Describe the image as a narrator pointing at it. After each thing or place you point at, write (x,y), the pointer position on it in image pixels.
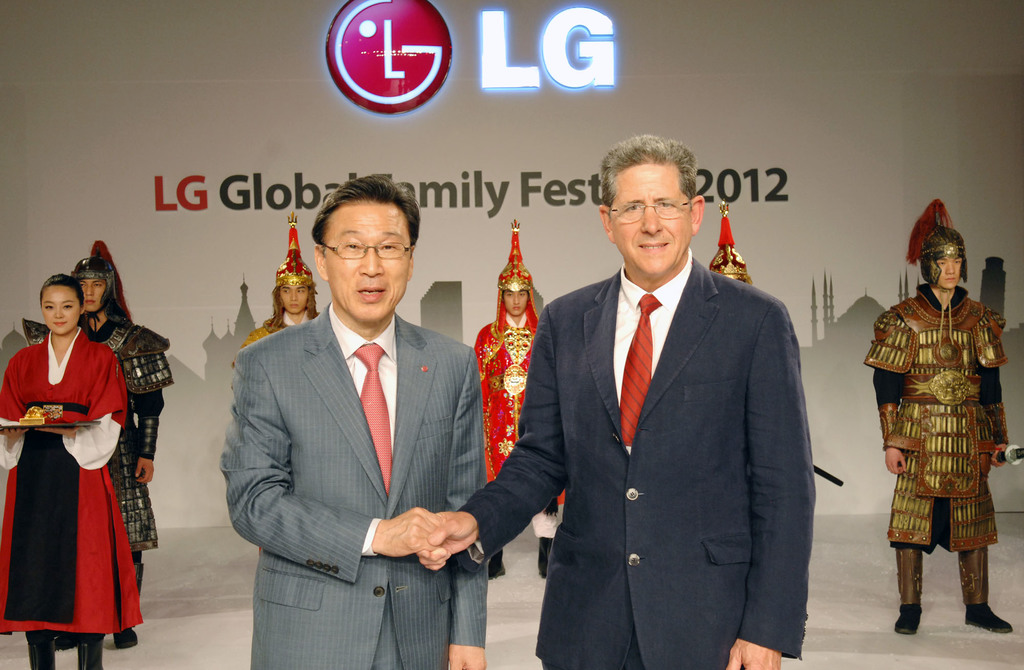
This picture describes about group of people (424,328), few people (424,328) wore spectacles (632,208) and few people (887,345) wore costumes (889,360), in the background (464,173) we can see a hoarding (596,142).
